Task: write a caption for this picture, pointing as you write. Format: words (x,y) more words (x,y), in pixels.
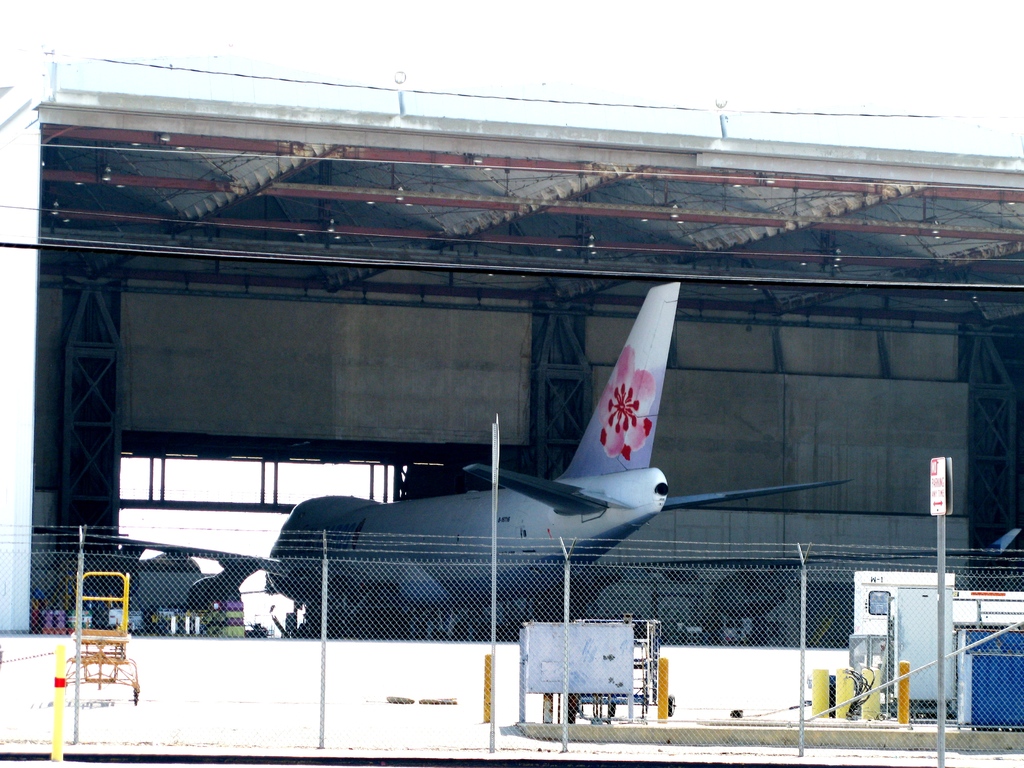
There is an aeroplane (412,592). Here we can see a fence (575,609), poles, board (937,473), and a shed (763,387). In the background (691,65) there is sky (691,65).
